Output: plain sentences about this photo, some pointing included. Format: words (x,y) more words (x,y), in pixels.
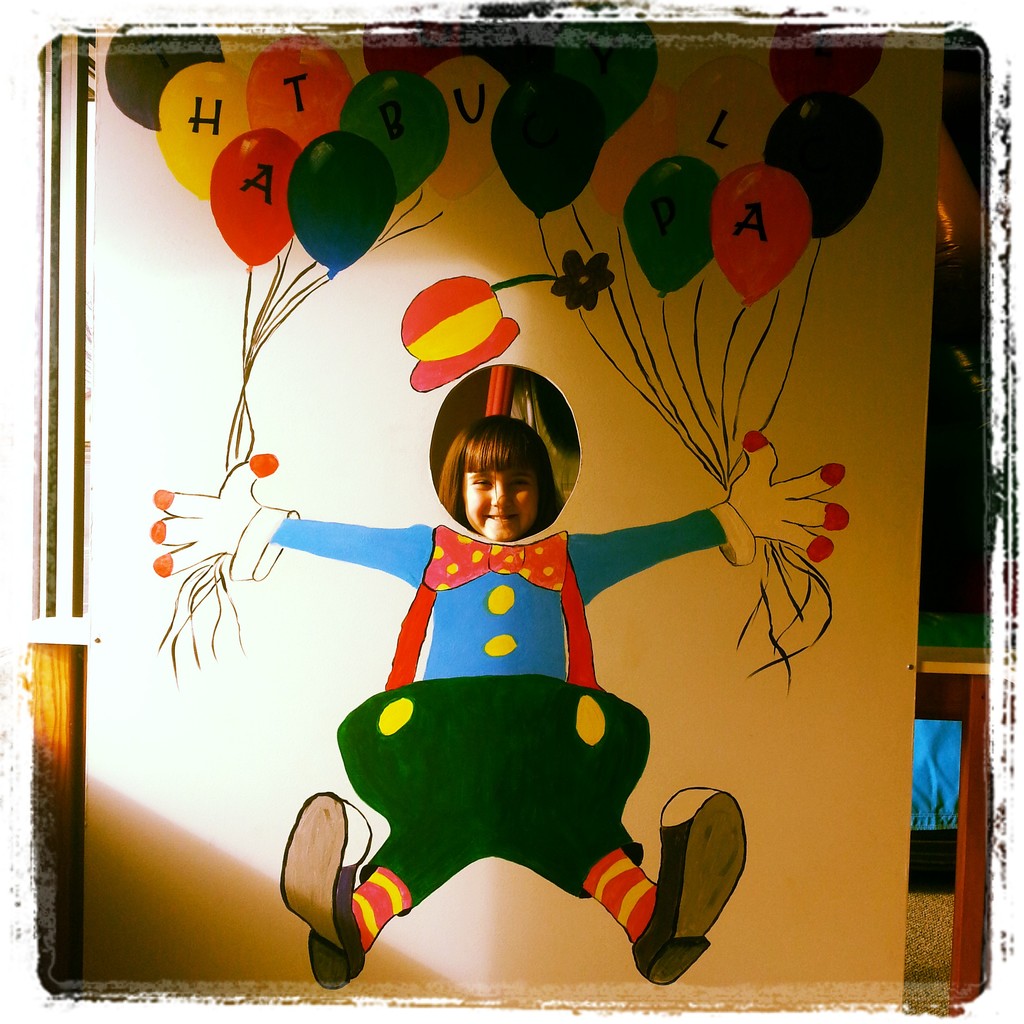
This is an edited image. In the center (360,532) we can see the drawing of balloons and the drawing of a person (565,754) on an object (502,163). In the background (491,501) we can see the head (483,487) of a person (523,513) and we can see the table (946,664) and some other objects (949,192).
